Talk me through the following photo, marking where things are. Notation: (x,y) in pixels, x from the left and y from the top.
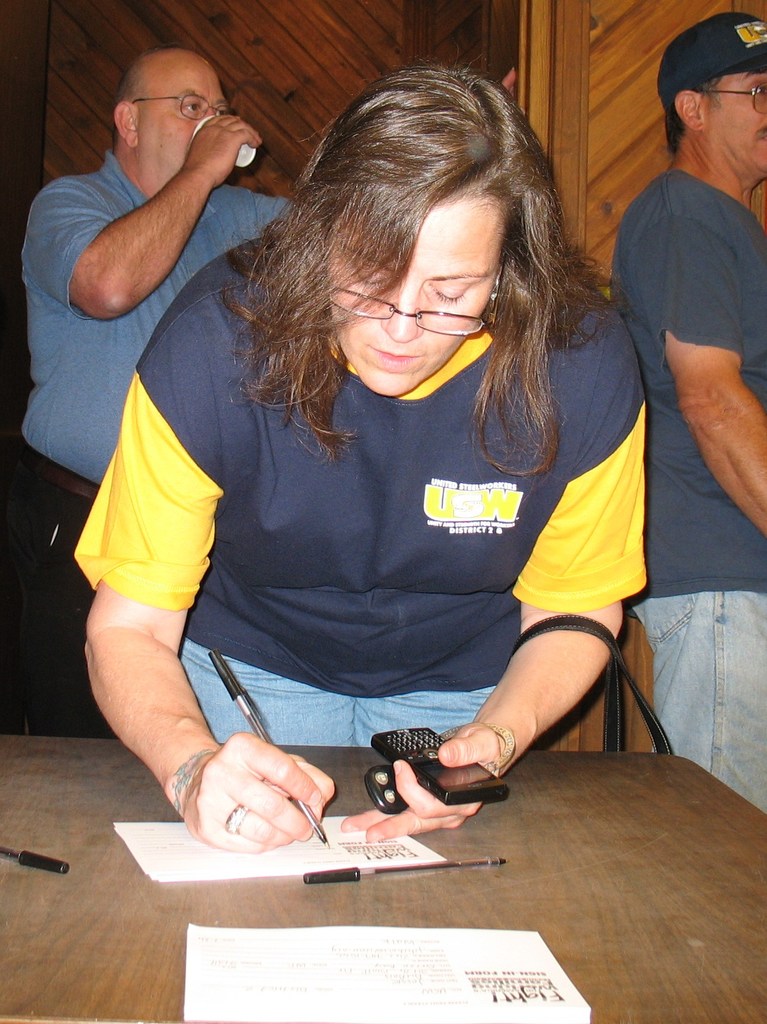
In this image we can see there is a woman (433,431) writing something on the paper (350,850). There are pens (45,862) on the table (605,829). There are people (92,295).
